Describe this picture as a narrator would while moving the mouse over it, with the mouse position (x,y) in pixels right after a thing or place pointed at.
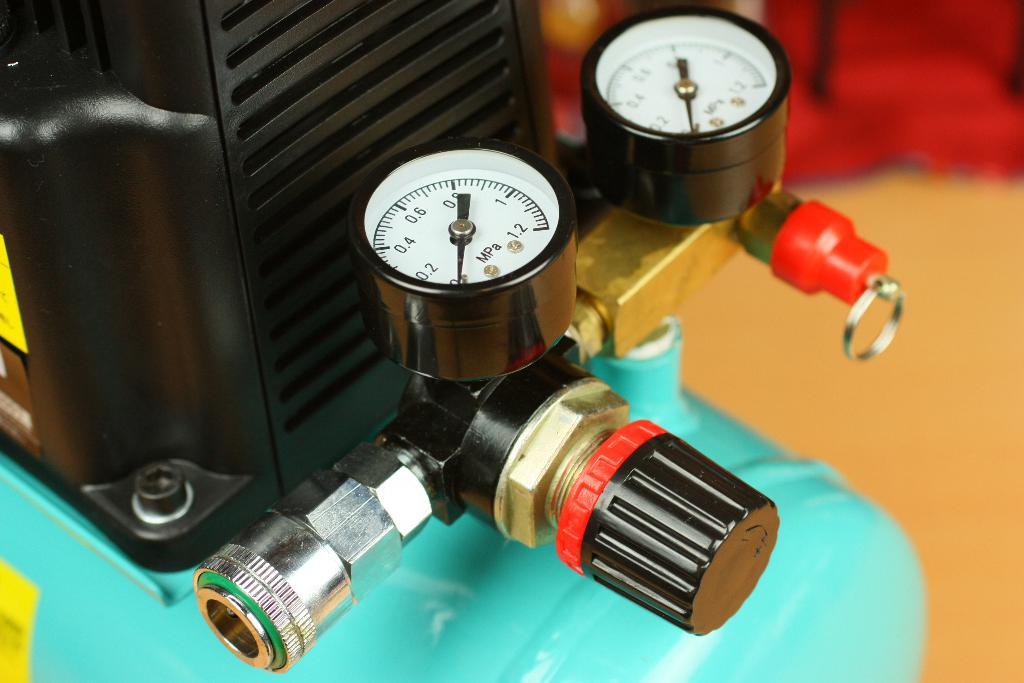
This image consists of an instrument (452,235) with two pressure meters (452,235) here.
